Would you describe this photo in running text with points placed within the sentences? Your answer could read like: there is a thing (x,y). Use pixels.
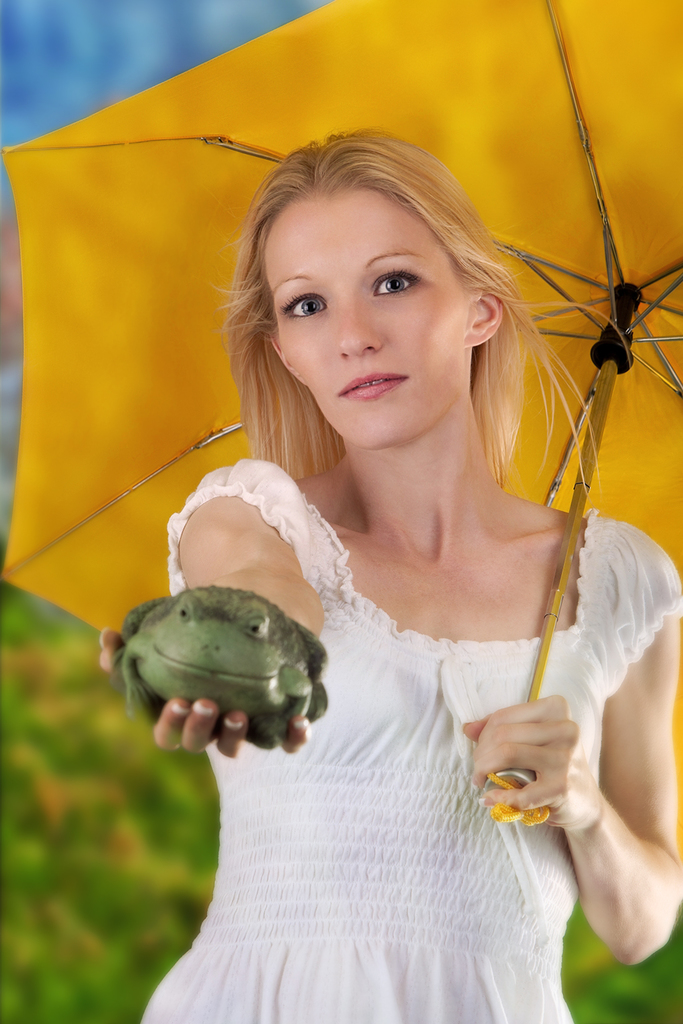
In the image we can see a girl (483,699) wearing clothes (458,788) and holding an umbrella (537,679) in one hand (559,698) and on the other hand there is a frog figurine (215,653). The background (100,48) is blurred.
